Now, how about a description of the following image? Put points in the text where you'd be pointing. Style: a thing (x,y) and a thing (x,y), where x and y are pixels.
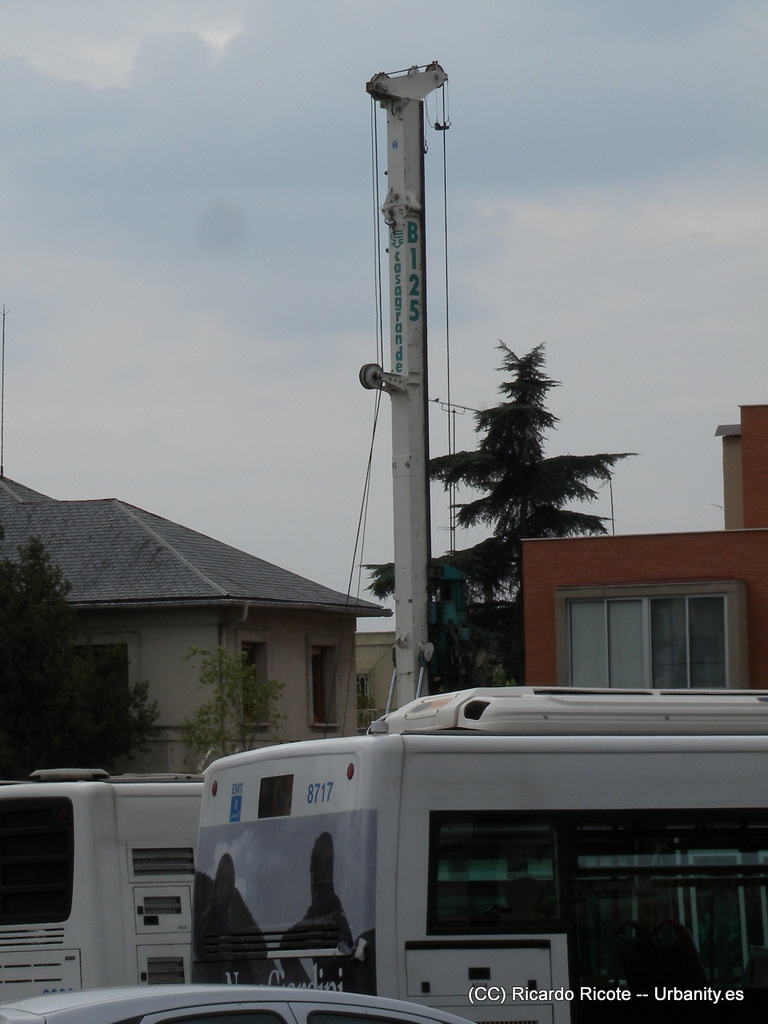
In this image I can see few white color vehicles (235,884) and on these vehicles (180,836) I can see something is written. In the background (265,663) I can see few buildings (317,683), few trees (45,657), a pole (395,471), few wires (371,440) and sky (304,185).
